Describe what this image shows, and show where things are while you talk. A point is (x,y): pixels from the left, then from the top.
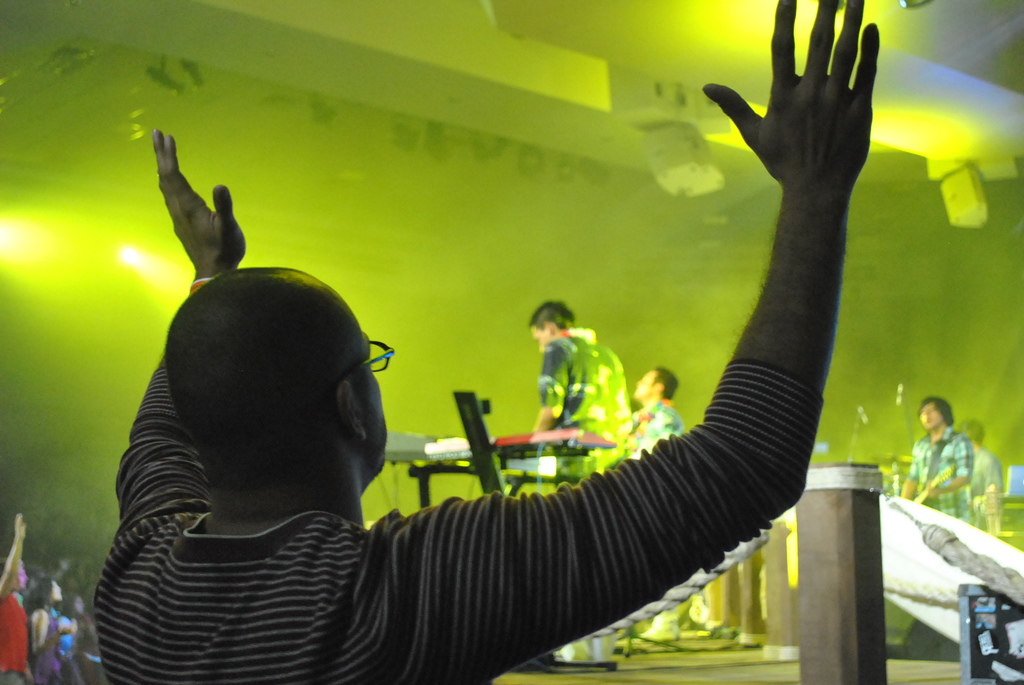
Here I can see a man (267,593) raising his hands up and looking at the people (566,401) who are standing and playing some musical instruments (927,498) on the stage (694,672). There are some poles (786,587) on the stage (704,663). On the left side (27,624), I can see few people (55,591) are standing and everyone is looking at the stage (665,655). On the top (15,221) I can see the lights (132,263).
